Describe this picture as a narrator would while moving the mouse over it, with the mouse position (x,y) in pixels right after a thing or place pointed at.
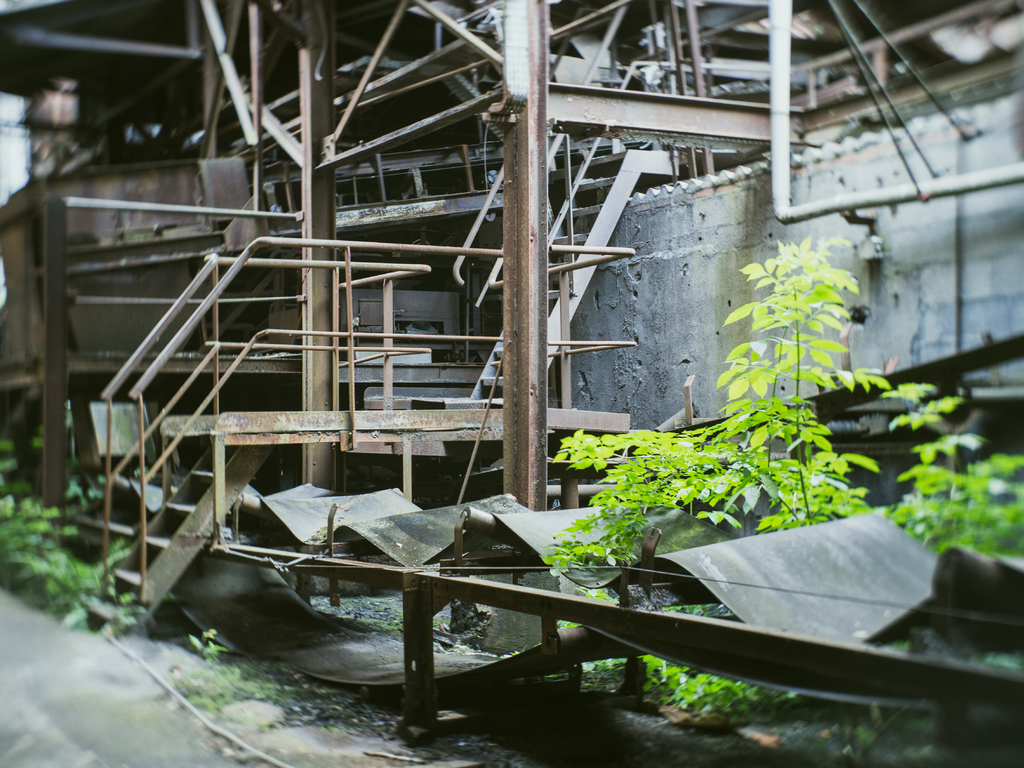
In this image there are plants (783,495) on the land (122,684). Middle of the image (351,340) there is a staircase (280,430). Right side (951,307) there is a wall (1004,294). Background (120,292) there are metal objects (511,249). Bottom of the image (428,582) there is a fence (473,580) having metal object (717,562).
